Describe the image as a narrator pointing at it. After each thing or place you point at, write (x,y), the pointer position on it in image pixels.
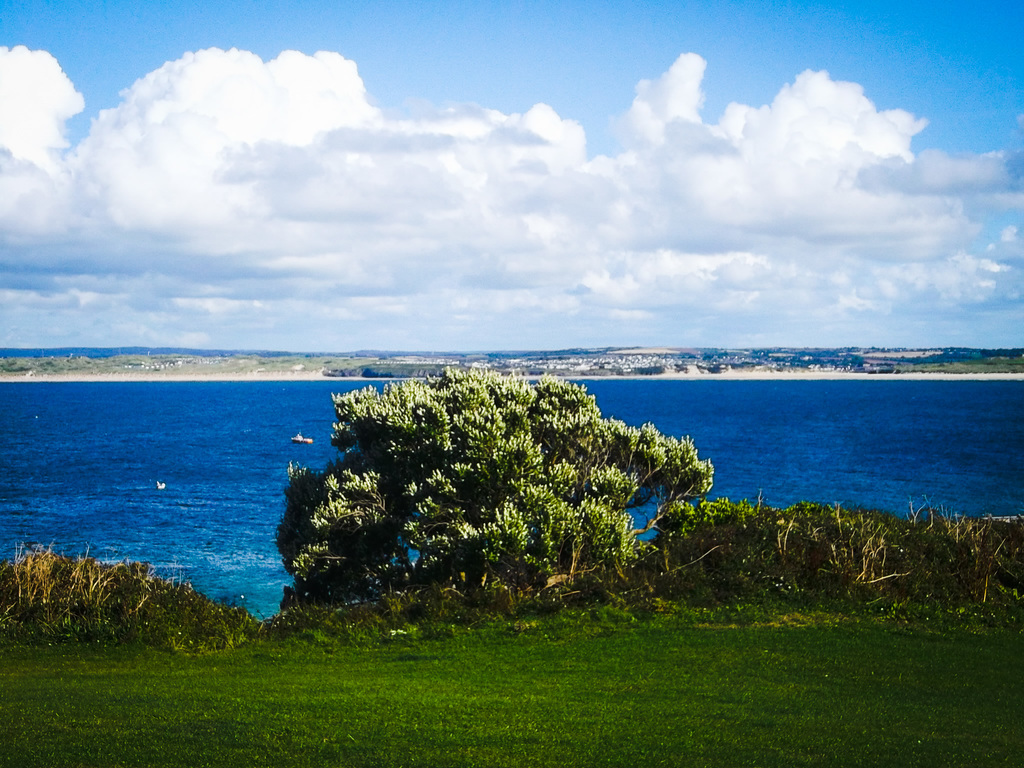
We can see tree (408,498), plants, grass (996,651) and water (806,390). In the background (615,202) we can see sky (399,62) with clouds (308,211).
